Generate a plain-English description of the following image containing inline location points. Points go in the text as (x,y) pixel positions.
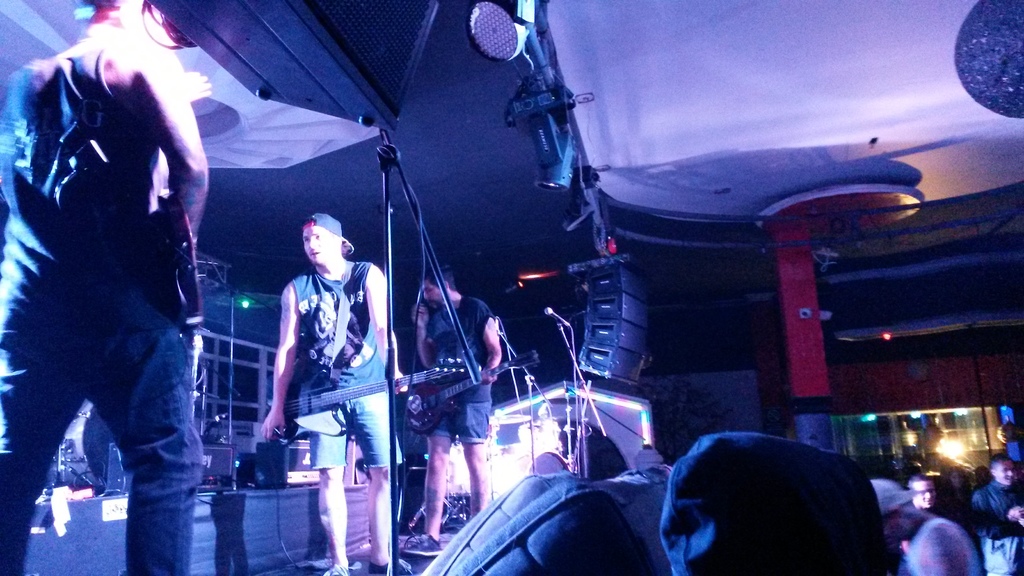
In this image I can see the three people (370,354) standing on the stage (222,553) and holding the guitar (427,403). In front of them there are the group of people (916,524) standing.
